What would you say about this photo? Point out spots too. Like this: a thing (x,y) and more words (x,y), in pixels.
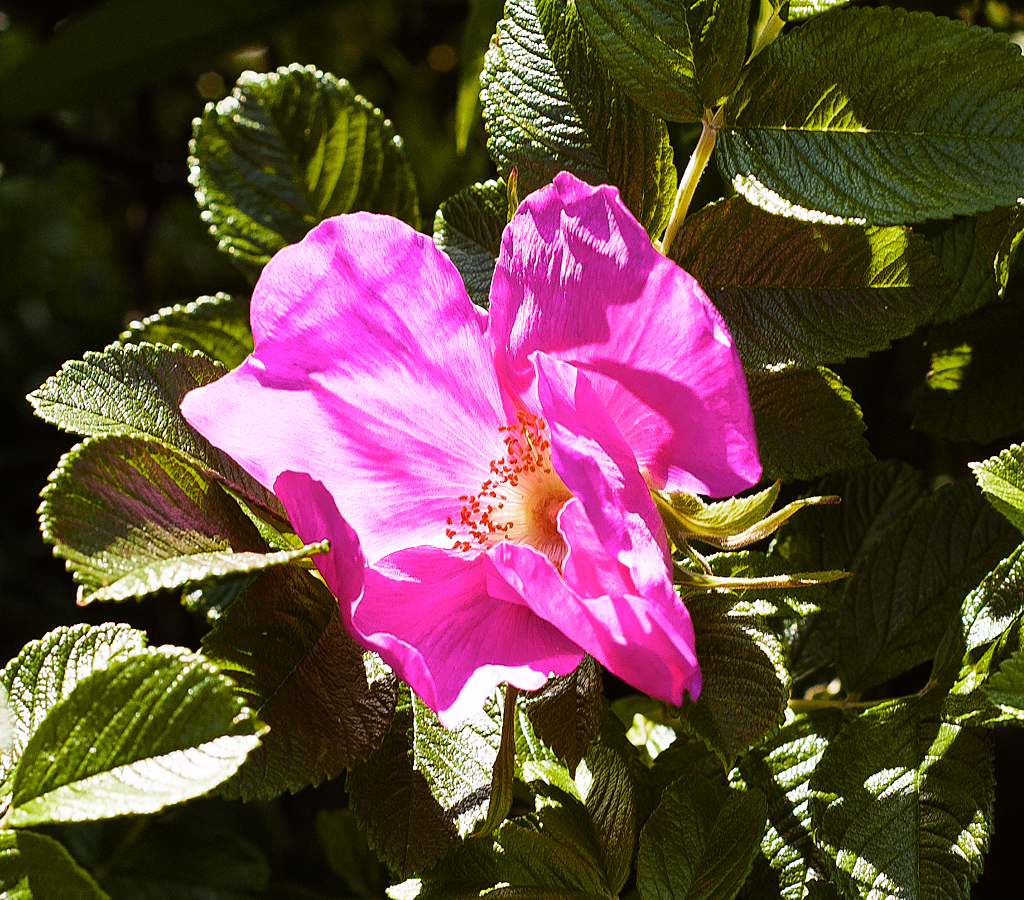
In this picture there is a flower (638,545) in the center of the image (555,508), which is pink in color and there are leaves (513,41) around the area of the image.
